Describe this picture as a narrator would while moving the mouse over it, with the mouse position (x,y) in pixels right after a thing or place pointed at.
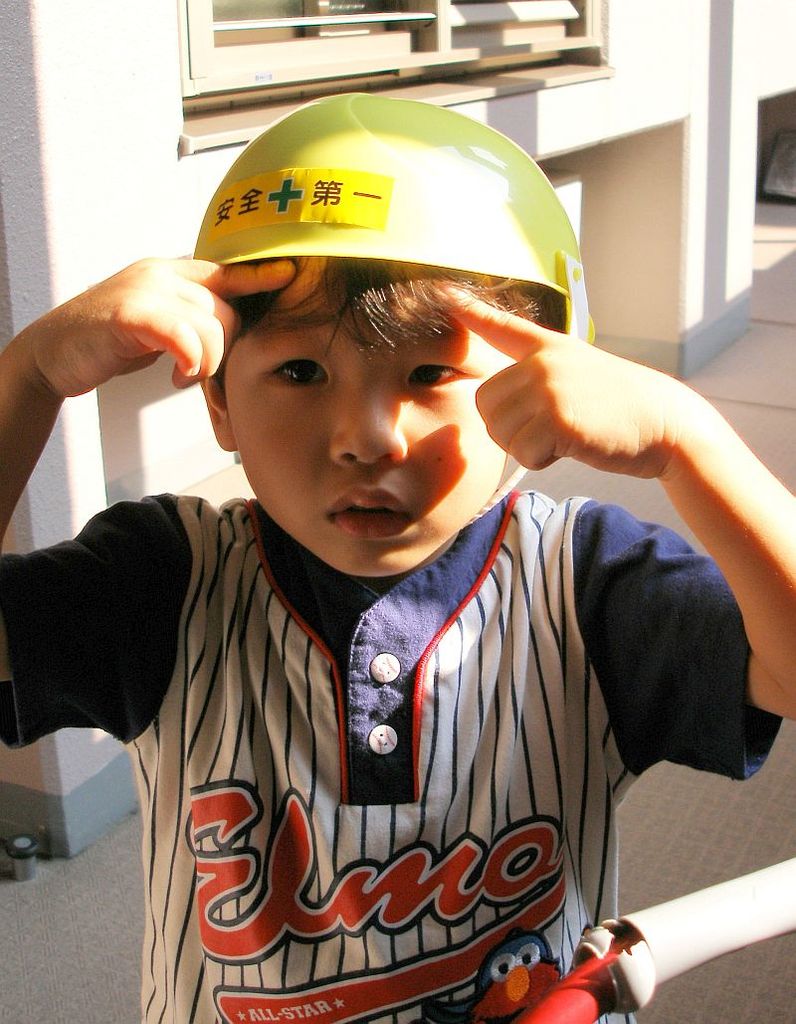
In this picture we can see a boy (385,690) wearing helmet (339,253), behind we can see the wall (171,132).
